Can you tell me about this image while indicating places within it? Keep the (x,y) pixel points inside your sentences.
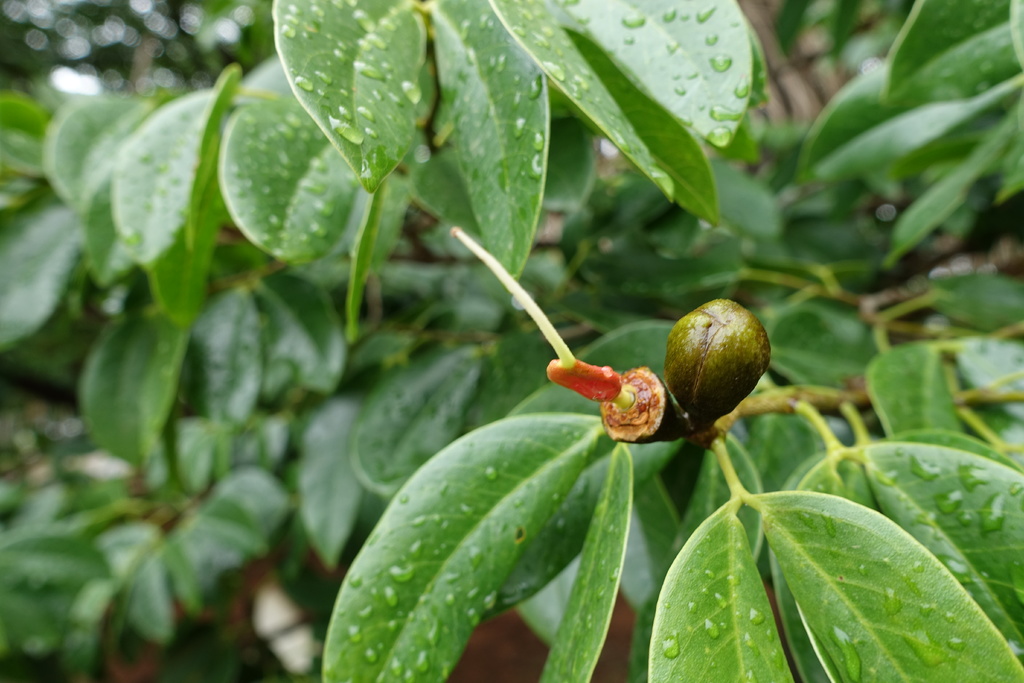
In this image I see the green leaves (667,287) on which there are water droplets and I see the leaves (509,310) on the stems (831,443) and I see a dark green color thing (724,344) over here.
